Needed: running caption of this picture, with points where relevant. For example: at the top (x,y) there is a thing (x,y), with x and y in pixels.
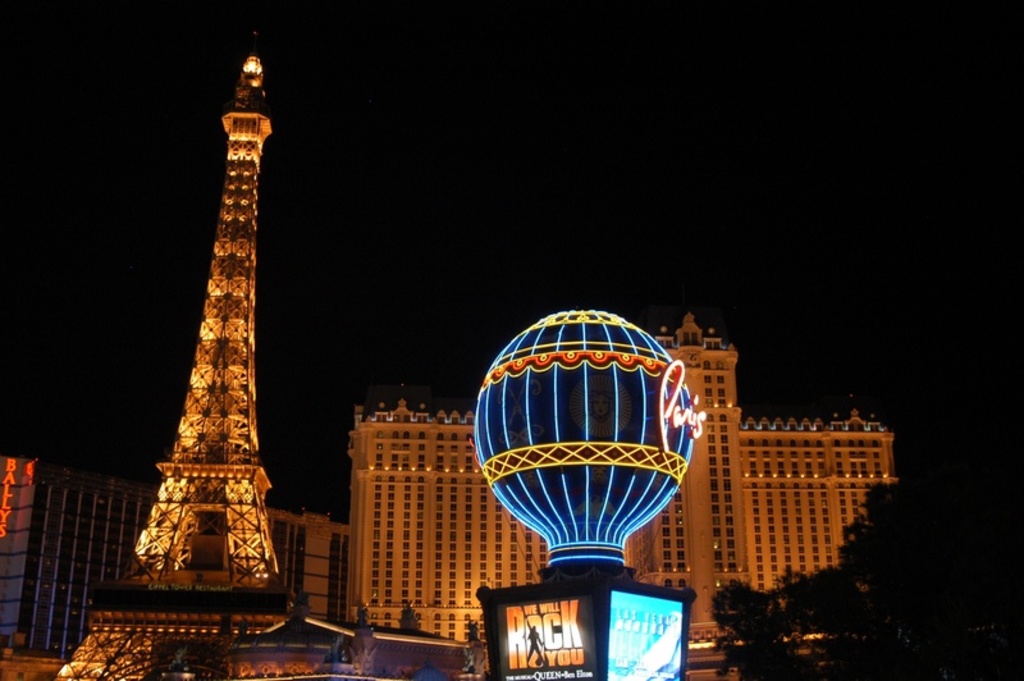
In this image on the foreground (570,532) there are lighting (549,456), tower (208,487). In the background (46,472) there are buildings (454,468), trees (808,579).
